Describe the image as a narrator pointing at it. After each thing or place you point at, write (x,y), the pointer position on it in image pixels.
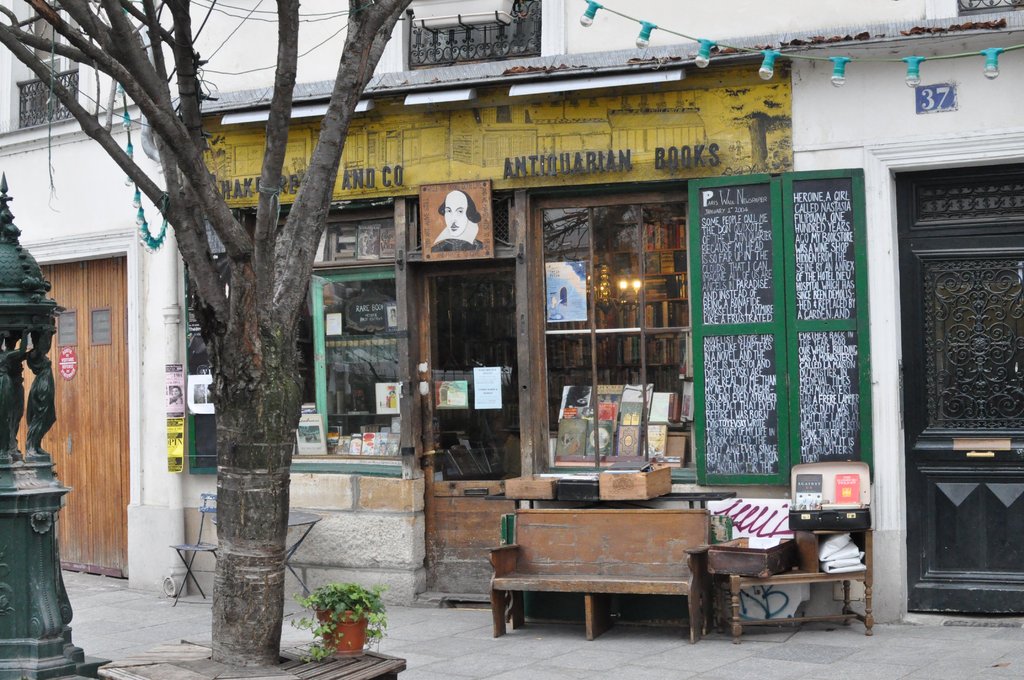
In this image I can see tree trunk (265,298), branches (194,82), a tree (361,49), a plant (365,612) in a pot (352,634), a bench (638,560), a table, a chair (198,542), a building (43,236), few books (653,446) and over here I can see something is written. I can also see number of lights (844,57).
